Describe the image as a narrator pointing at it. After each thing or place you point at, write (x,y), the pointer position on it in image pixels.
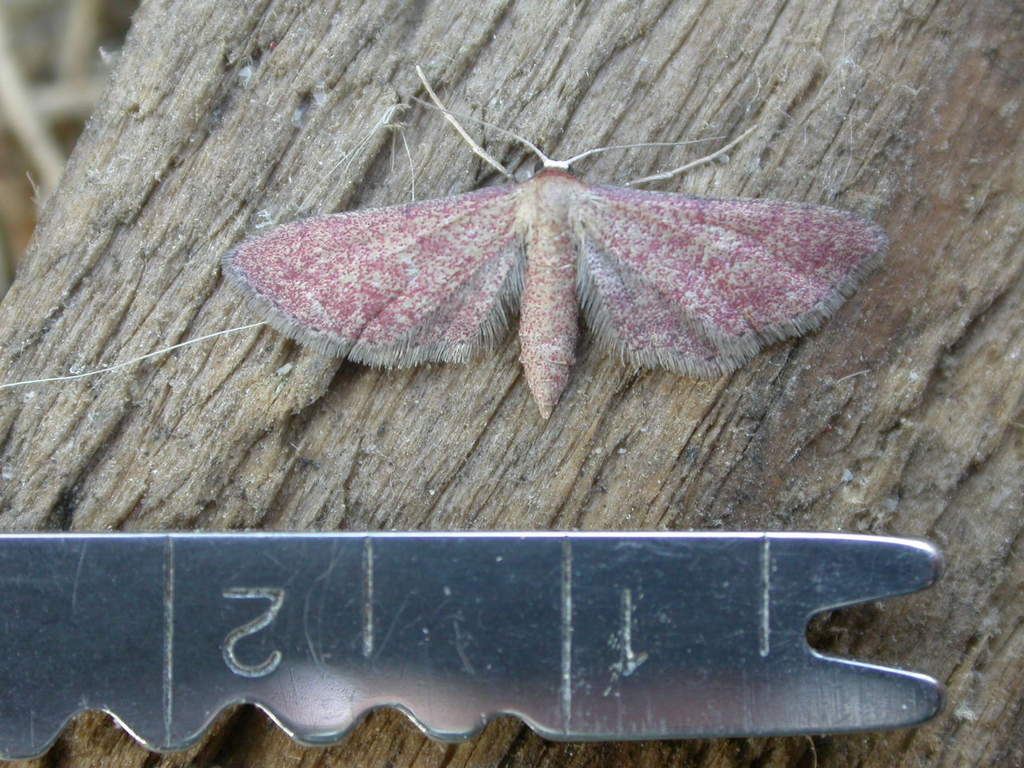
In this image there is an insect (527,295) on the trunk (675,484) of the tree (509,465), there is an object (304,631) truncated towards the left of the image (314,648), there is a trunk (972,234) of the tree (1004,197) truncated towards the right of the image (972,459).
